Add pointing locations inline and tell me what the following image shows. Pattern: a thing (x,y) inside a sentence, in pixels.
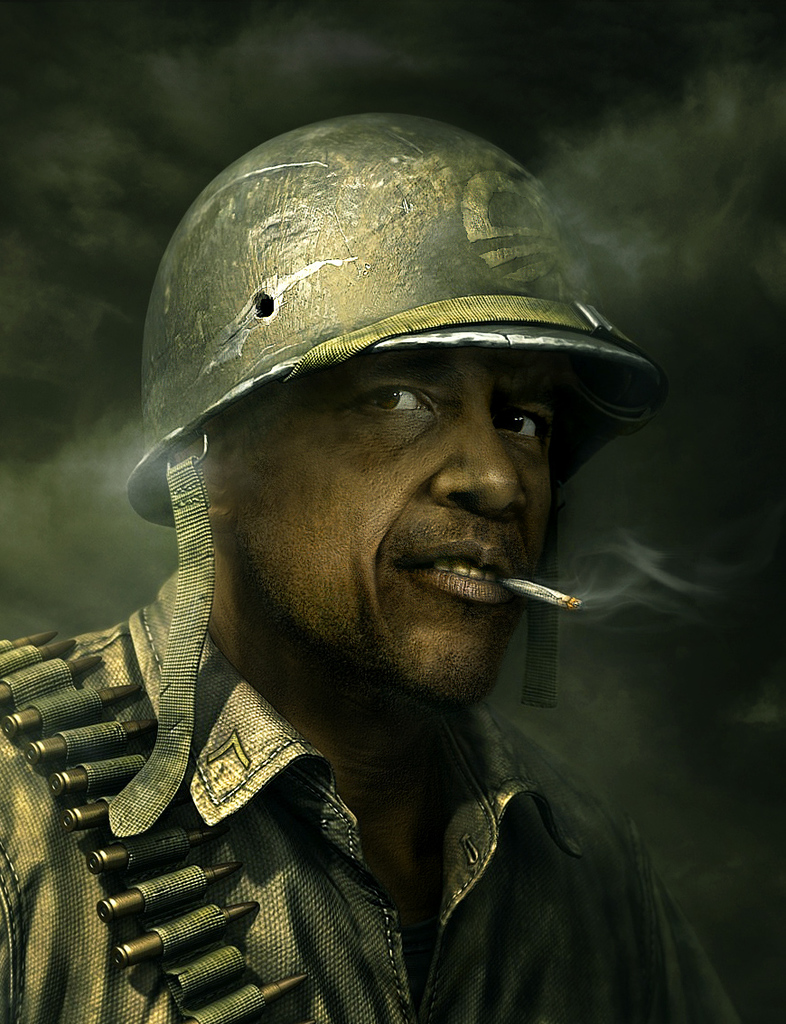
In this image there is a man (409,869). There is a helmet (357,237) on his head (421,240). There is a cigarette (508,582) in his mouth (515,592). To the left (53,720) there is a bullet belt (47,700) on him. The background (568,70) is dark.
